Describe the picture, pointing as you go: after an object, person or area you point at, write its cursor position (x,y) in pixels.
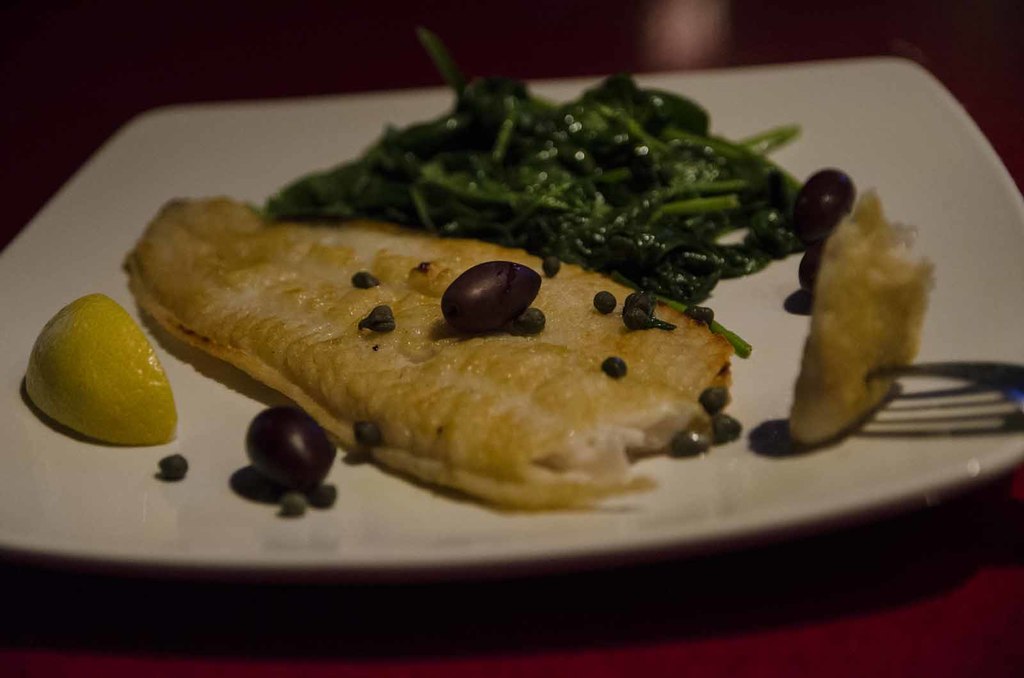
In the picture there are some cooked food items (554,225) served in a plate (27,324).
